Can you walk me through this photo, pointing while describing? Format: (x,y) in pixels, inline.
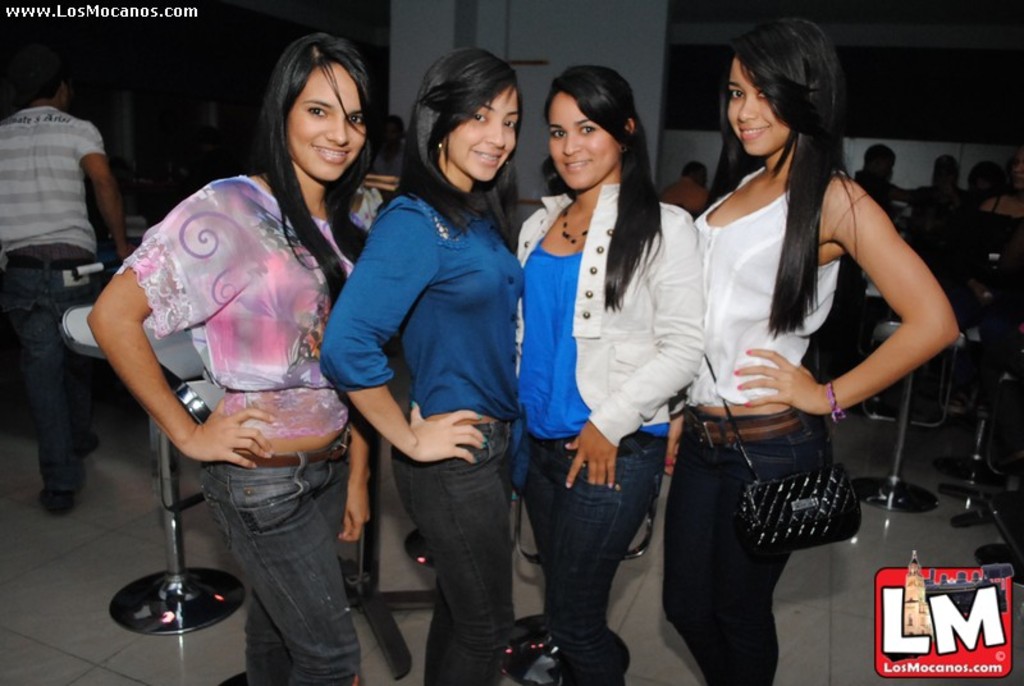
In this image we can see some group of lady persons (440,392) standing and posing for a photograph and at the background of the image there are some persons (25,216) sitting around the tables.
